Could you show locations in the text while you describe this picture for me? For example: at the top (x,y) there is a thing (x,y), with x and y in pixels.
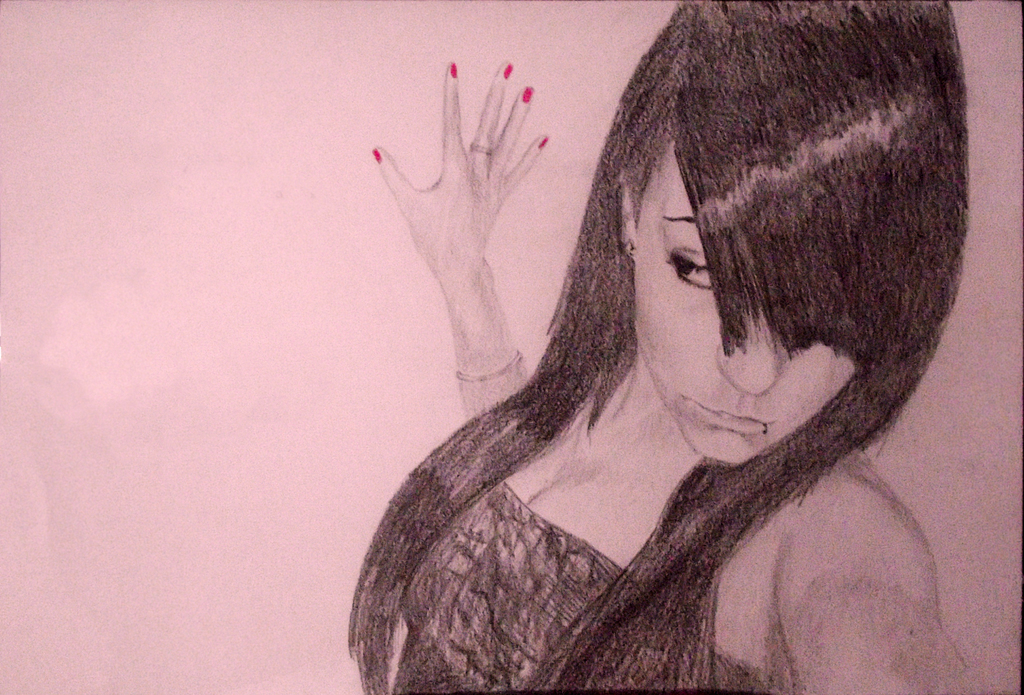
In this image, we can see a woman sketch (669,505) on the white surface (227,376).
